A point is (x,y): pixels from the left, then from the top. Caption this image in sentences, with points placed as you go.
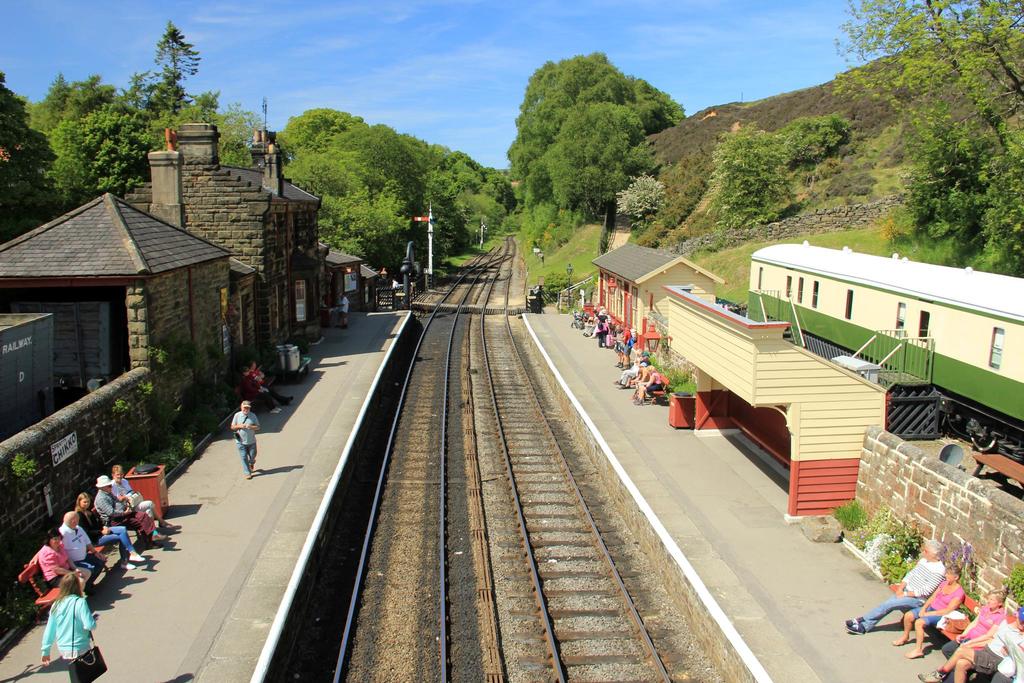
In this picture we can see railway tracks (520,470), shelter (750,358), some people (605,334) sitting on benches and two people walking on a railway platform (217,542), trees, houses (273,344), stones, train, plants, walls (57,479), bag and in the background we can see the sky (485,63).
